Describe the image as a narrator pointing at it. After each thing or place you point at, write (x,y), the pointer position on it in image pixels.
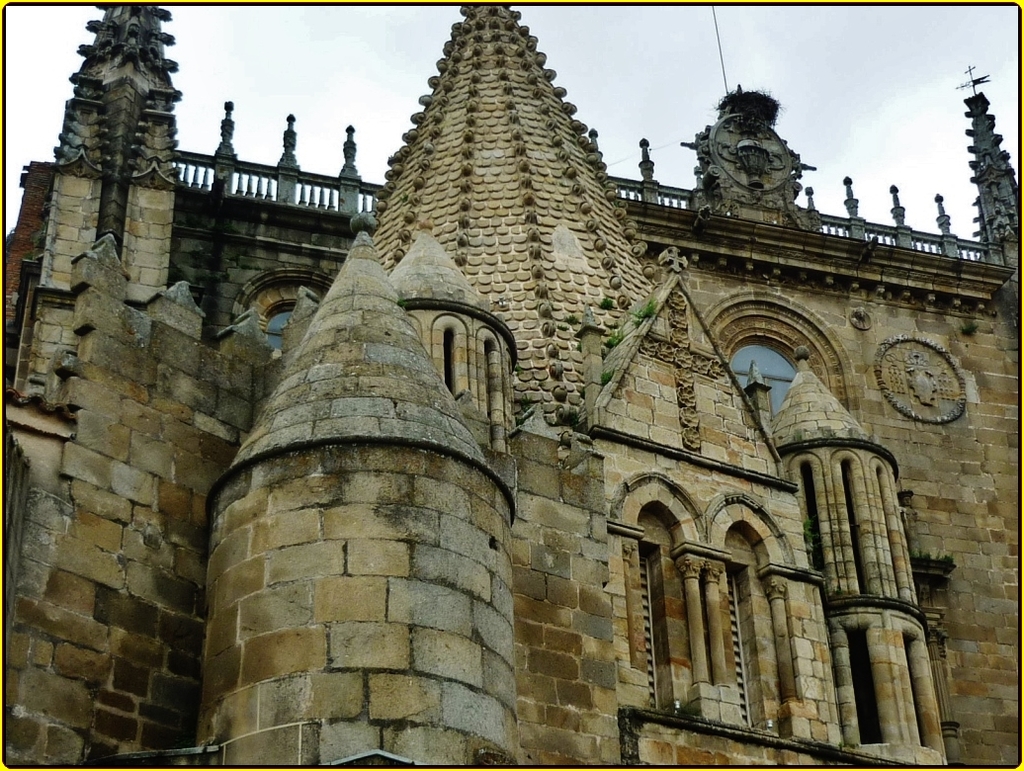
In this image I can see a building (376,599) which is cream, brown and black in color and in the background (422,90) I can see the sky (255,74).
